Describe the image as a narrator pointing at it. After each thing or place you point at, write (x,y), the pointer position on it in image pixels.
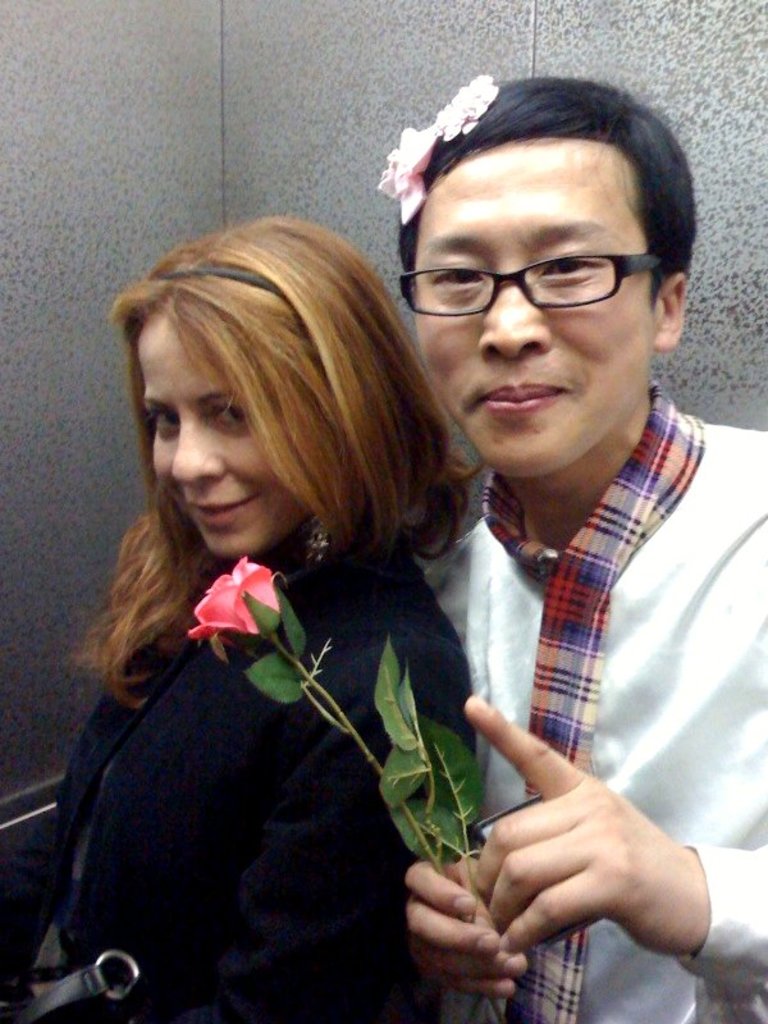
In this image I can see two persons (356,516) and the right side person (532,604) is holding a flower (426,784) in his hand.
